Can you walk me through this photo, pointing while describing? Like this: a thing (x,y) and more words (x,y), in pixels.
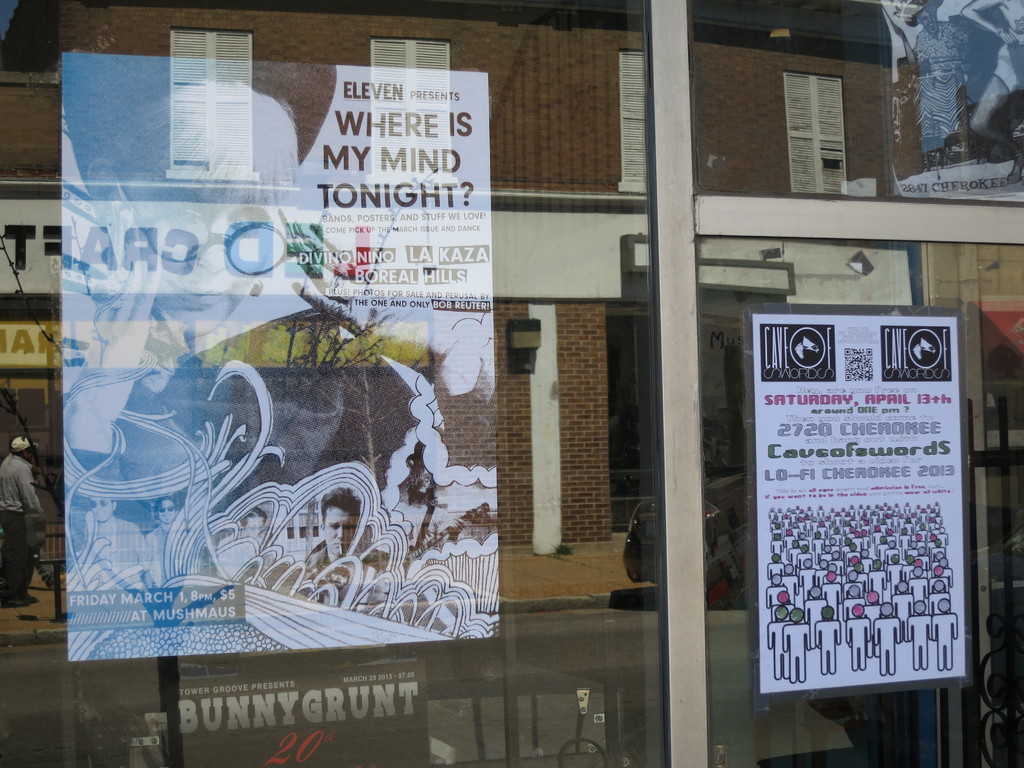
In this image there is a glass (754,560) and we can see posters (851,403) placed on the glass (473,680) and there are reflections (647,385) of a building (586,510), person (19,502), road (532,669) and a car (731,488) on the glass (725,429).
